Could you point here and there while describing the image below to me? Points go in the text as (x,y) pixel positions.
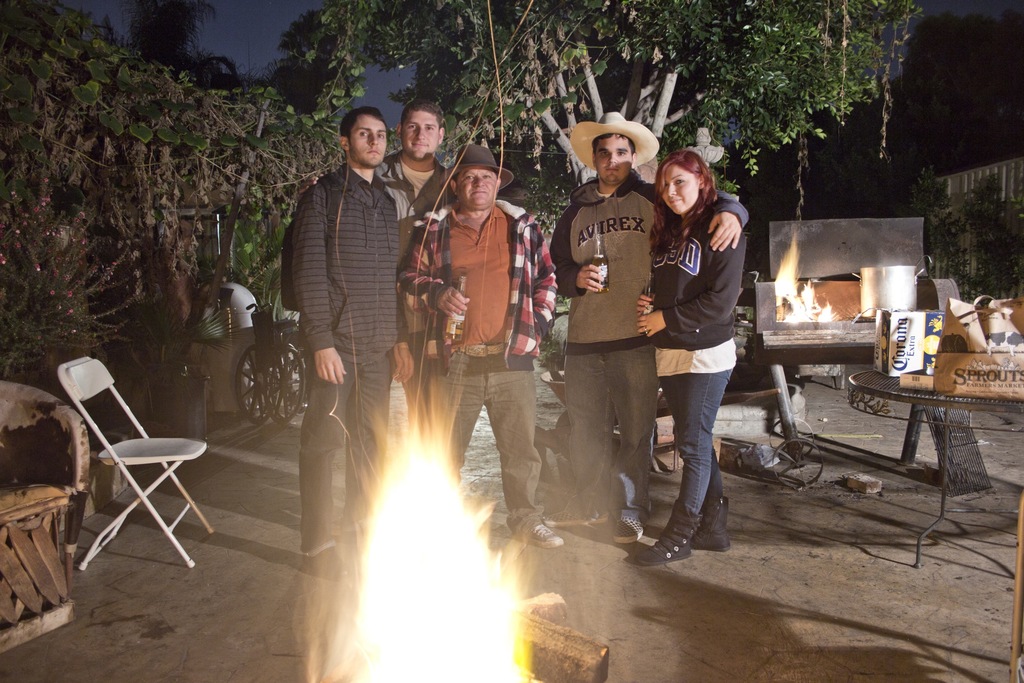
In this image I can see group of people (590,247) standing wearing brown shirt (496,240) holding a bottle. I can also see a chair (167,448) in white color, in front (359,585) I can see fire (437,606). Background (641,7) I can see trees (608,90) in green color.
